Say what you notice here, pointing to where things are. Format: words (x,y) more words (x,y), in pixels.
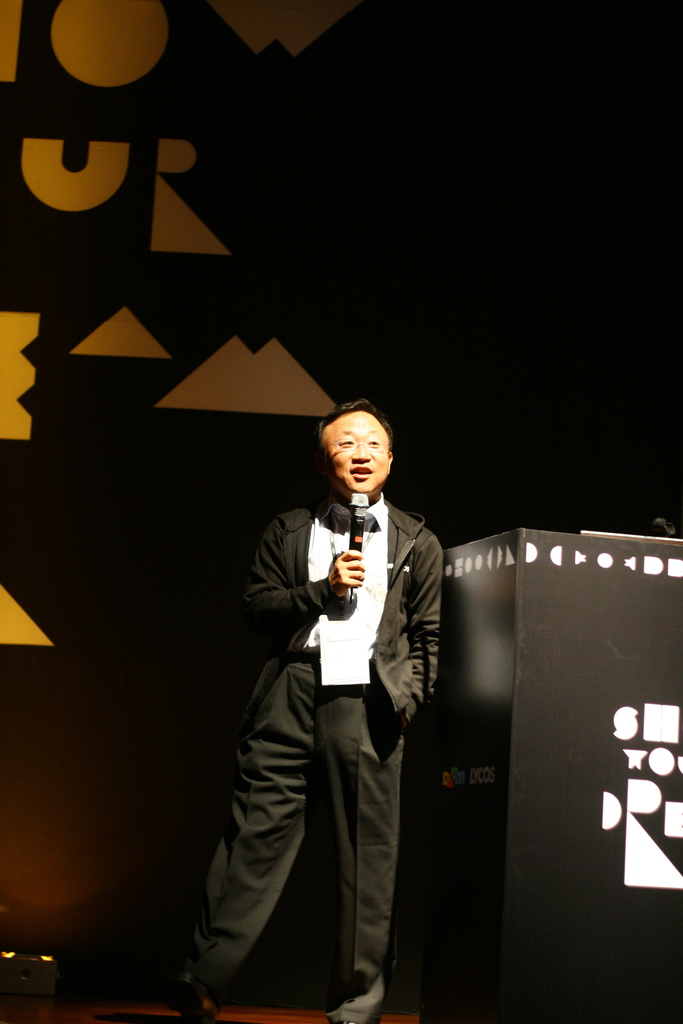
This is the man (350,677) standing and holding the mike (363,504). He wore a suit (388,587), shirt (377,591) and trouser (367,855). This looks like a podium (585,670). In the background (121,444), I can see the hoarding (118,348).
